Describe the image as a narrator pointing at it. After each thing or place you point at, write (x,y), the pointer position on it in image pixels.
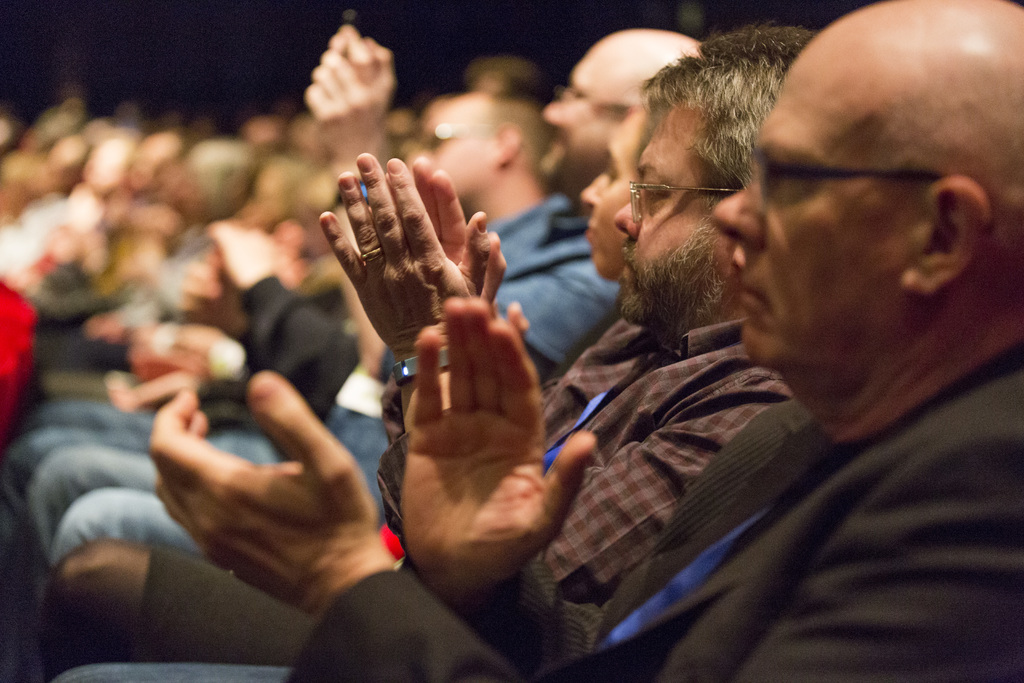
In this picture we can see a few people (336,219) sitting on the chair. Background (184,141) is blurry.
